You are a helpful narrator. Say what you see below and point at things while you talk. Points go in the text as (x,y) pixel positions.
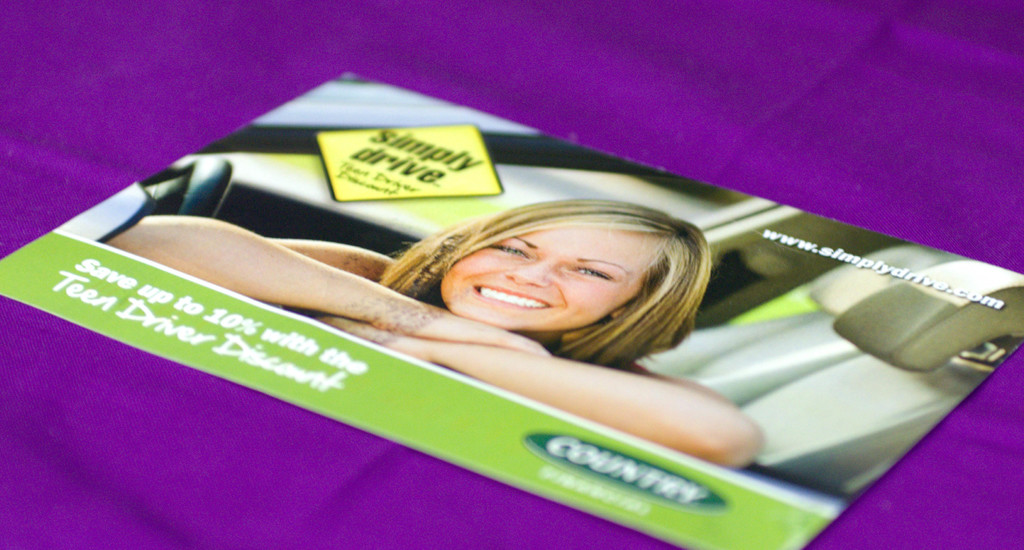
In this image I can see a purple colour cloth (112,43) and on it I can see a pamphlet (522,473). On the pamphlet (661,350) I can see picture (479,221) of a woman (675,246) and I can also see something is written on it.
